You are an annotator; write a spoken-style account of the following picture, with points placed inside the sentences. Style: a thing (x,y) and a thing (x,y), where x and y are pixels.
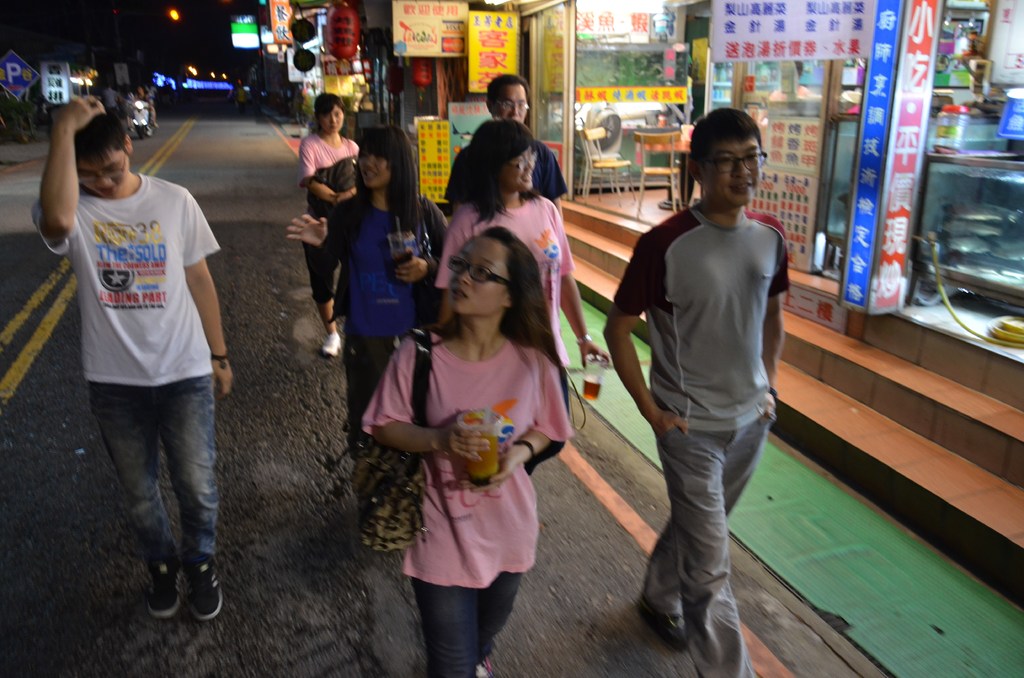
In this picture I can observe some people (201,259) walking on the road (232,198). There are men (549,167) and women (528,145) in this picture. On the right side (886,108) I can observe some stores (537,66). There is a vehicle (151,114) on the left side (135,118). The background (186,42) dark.
